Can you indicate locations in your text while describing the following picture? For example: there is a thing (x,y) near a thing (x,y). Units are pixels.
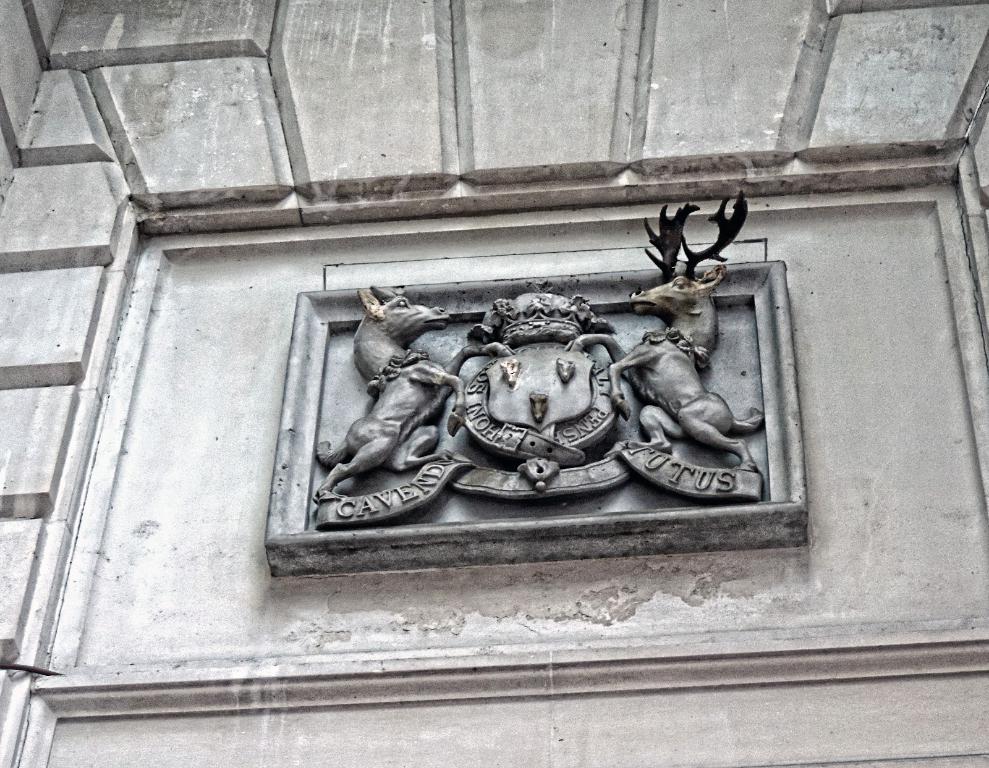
This image consists of a wall (661,563). On which there is a sculpture (545,370) made up of rock (449,501). At the bottom (359,517) there is a text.
